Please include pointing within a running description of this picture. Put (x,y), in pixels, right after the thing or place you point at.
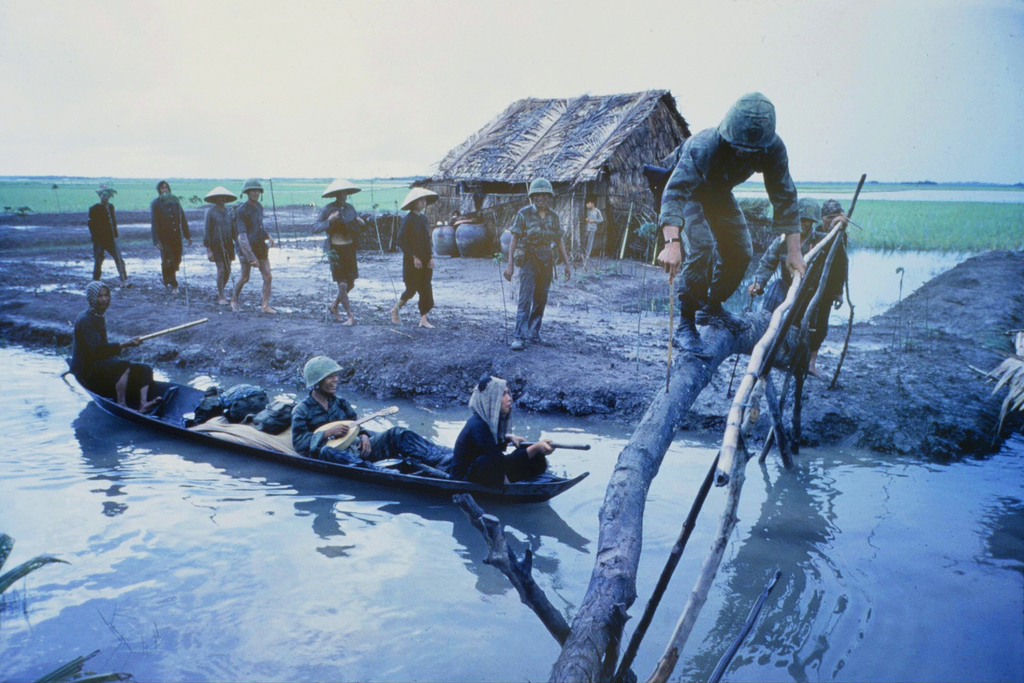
In the image we can see there are many people (532,286) around, they are wearing clothes (543,228), hat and some of them are wearing shoes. Three people (306,414) are sitting in the boat (295,459) and holding an object (351,433) in their hands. There is a river (483,587), hut (600,153), grass (953,220) and a sky (309,94). There is even a wooden log (658,459).
